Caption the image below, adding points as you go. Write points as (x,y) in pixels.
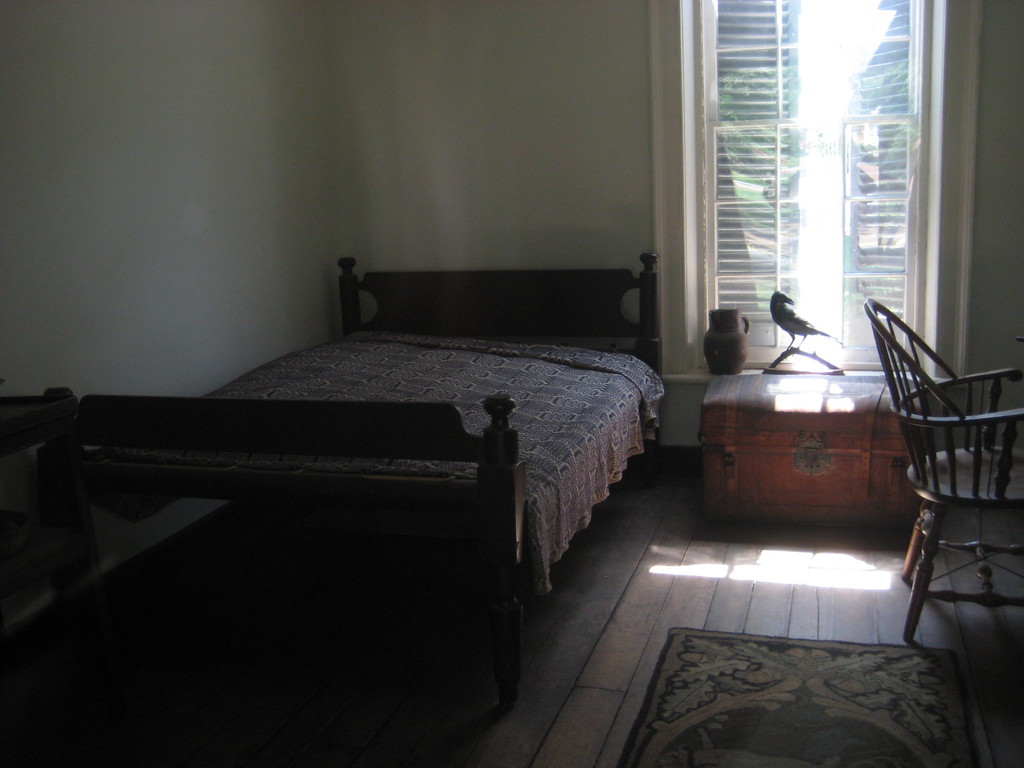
In this image there is a bed (457,377), chair (949,433), box (862,377), in the background (960,317) there is a wall (494,35) for that wall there is a window (726,44) and there is mat (779,703) on a wooden floor (583,631).
